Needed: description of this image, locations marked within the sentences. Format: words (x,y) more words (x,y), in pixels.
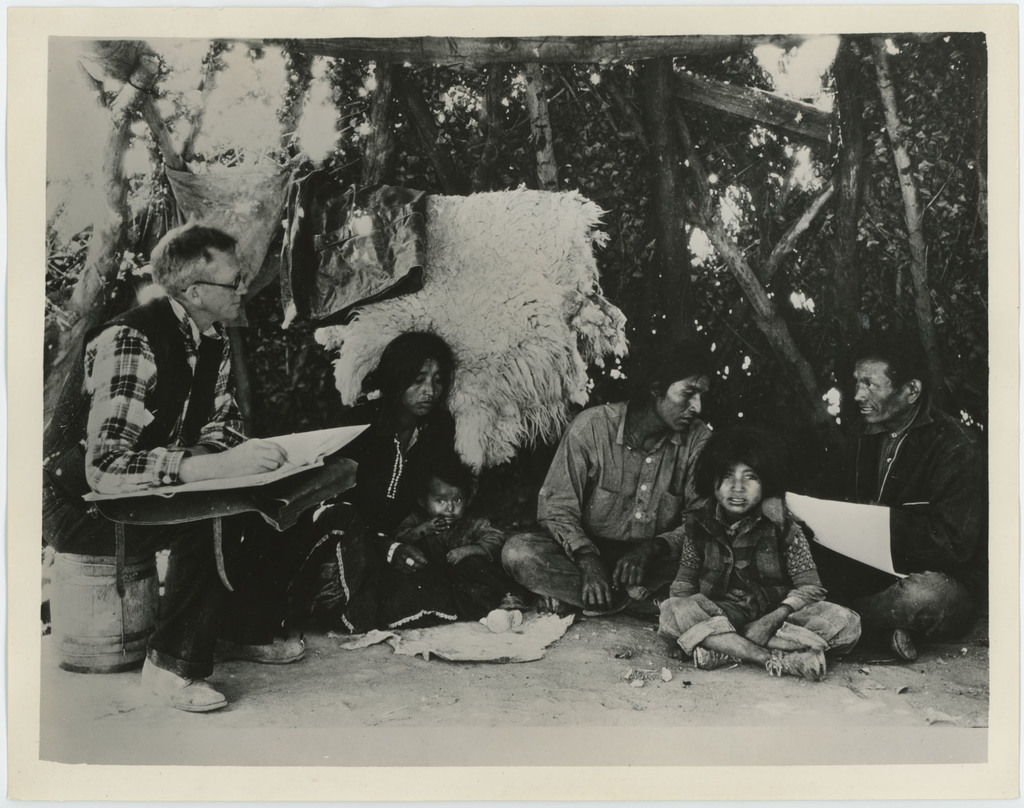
In the image we can see there are people (424,501) sitting they are wearing clothes (643,525). This is a book (293,446) and this is an object (106,598), spectacles (193,284), wooden fence (666,191) and leaves (928,75).
